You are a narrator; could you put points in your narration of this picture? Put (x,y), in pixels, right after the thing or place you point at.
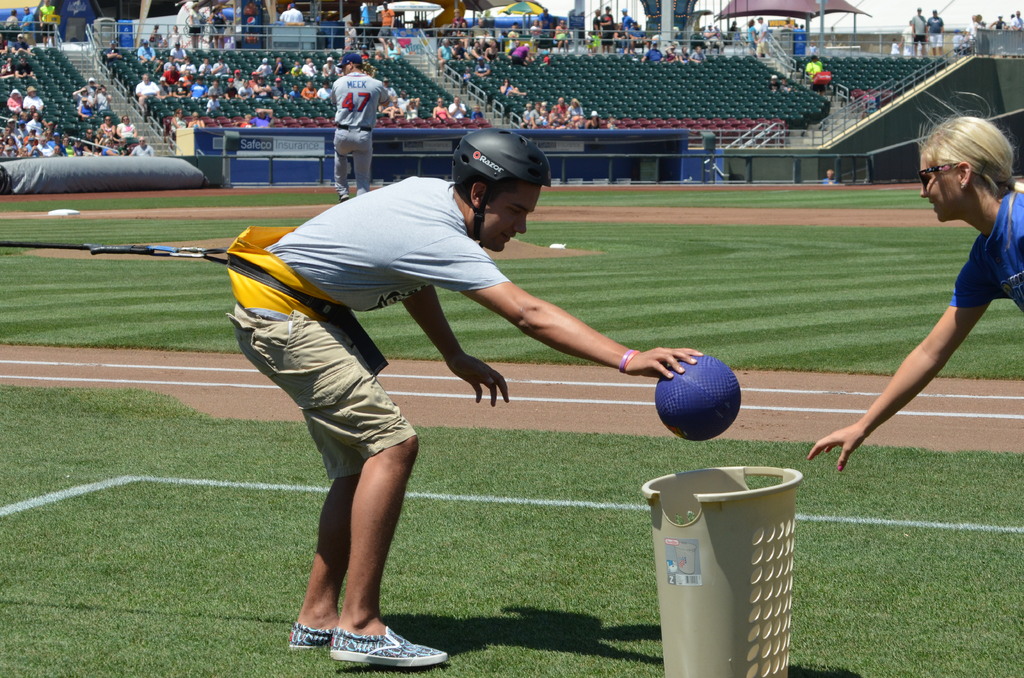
In front of the image there is a person (436,325) is throwing a ball (675,401) in the basket (694,519) in front of him, beside the basket (666,526) there is another person (956,219). Behind them there is a person (345,127) standing on the ground (30,237). In the background of the image (149,95) there are a few spectators (306,83) watching the game from the stands (527,70), behind the stands (506,73) there are tents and pillars (662,27). On the left side of the image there is a rope (170,250) connected to a person (321,300).
